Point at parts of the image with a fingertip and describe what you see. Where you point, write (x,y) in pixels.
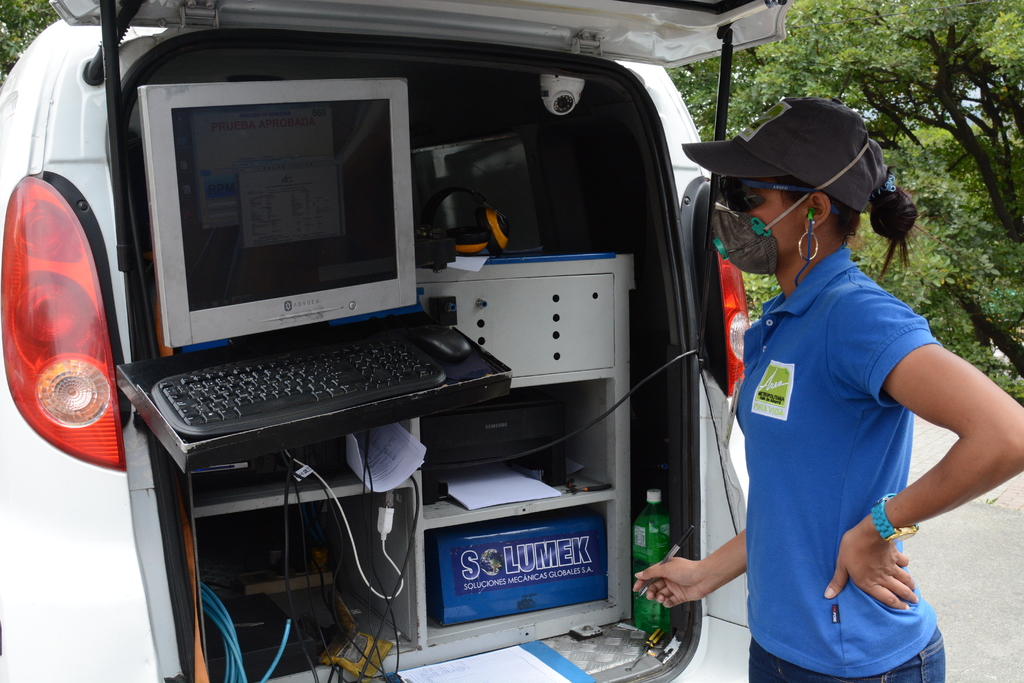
In this image there is a vehicle (80,542). The boot (652,243) of the vehicle (289,69) is open. Inside the vehicle (355,41) there are tables (426,510), papers (389,482), boxes (477,548), cable wires (318,567), a computer (314,273), headphones (466,231) and a bottle (649,537). Beside the vehicle (667,376) there is a woman (838,380) standing. She is holding a pen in her hand (680,566). She is wearing a mask (747,226). In the background (850,59) there are trees (36,30).
